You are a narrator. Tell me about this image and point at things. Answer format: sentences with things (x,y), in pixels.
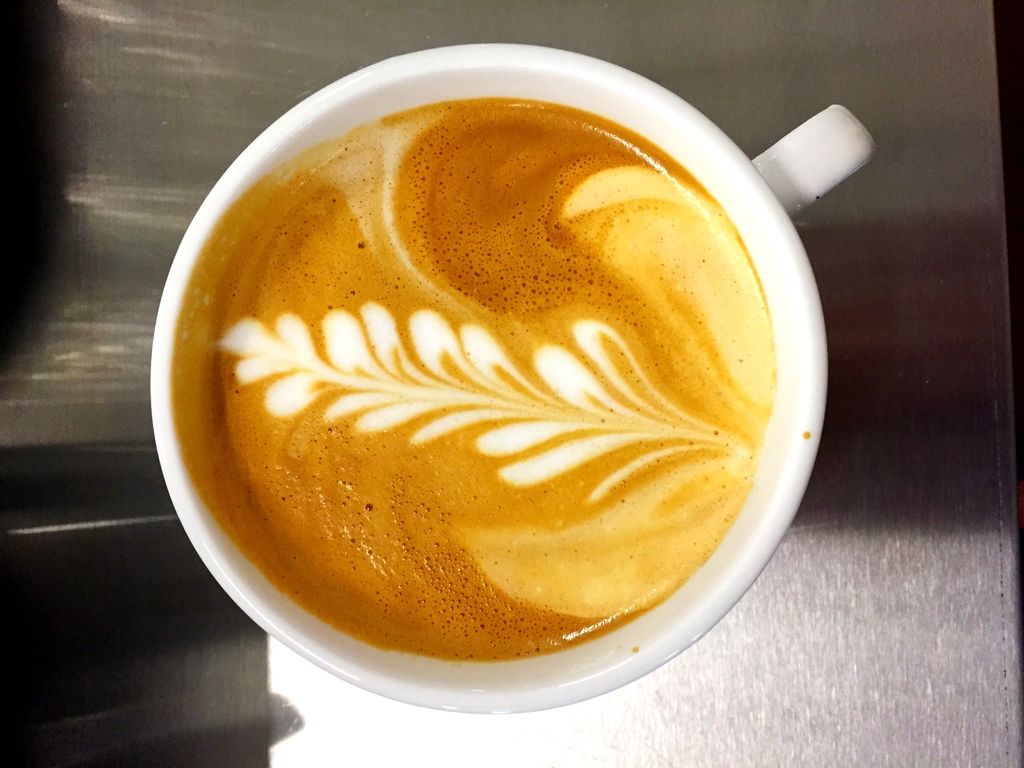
In this picture there is a teacup (783,447) in the center of the image (624,398).
